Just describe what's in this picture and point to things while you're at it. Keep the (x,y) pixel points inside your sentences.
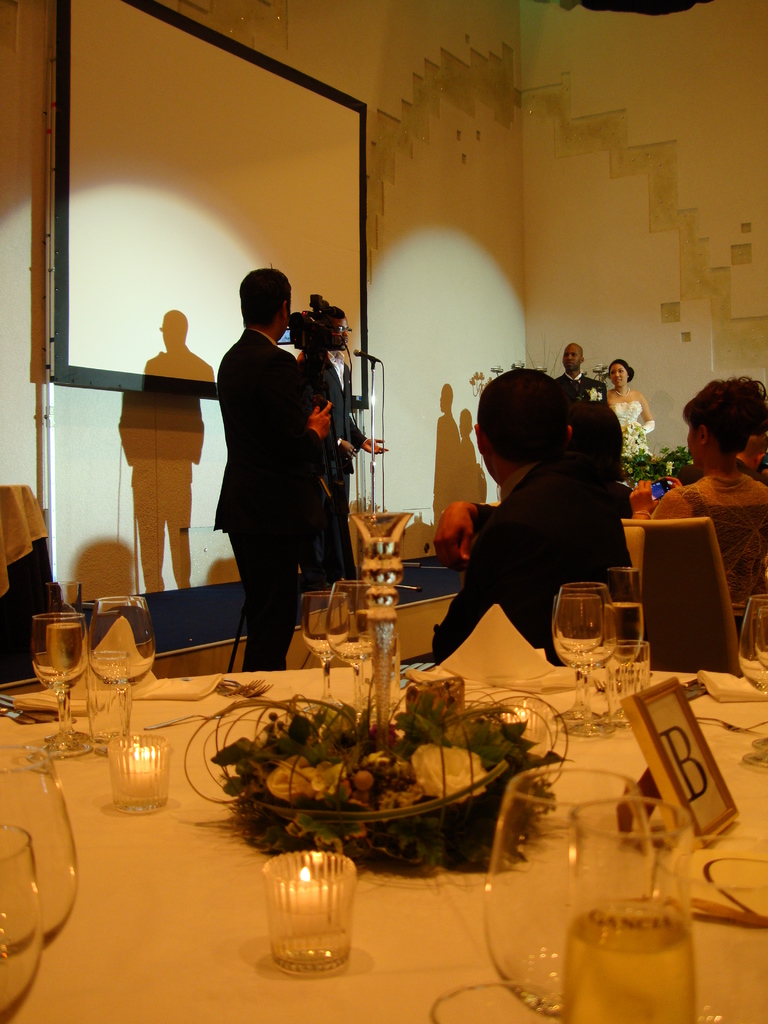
In the foreground (623,727) there is a table (173,883), on the table (187,943) there are glasses (598,645), candles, flower vase (353,757), tissues (79,697), name plate (688,742) and other objects (255,693). In the middle of the picture (269,456) there are people (538,398), camera (319,323), mic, stand (371,381), chairs (636,528) and other objects (6,543). On the left (213,339) there is a board (366,168). In the background (593,197) it is wall (577,143).
